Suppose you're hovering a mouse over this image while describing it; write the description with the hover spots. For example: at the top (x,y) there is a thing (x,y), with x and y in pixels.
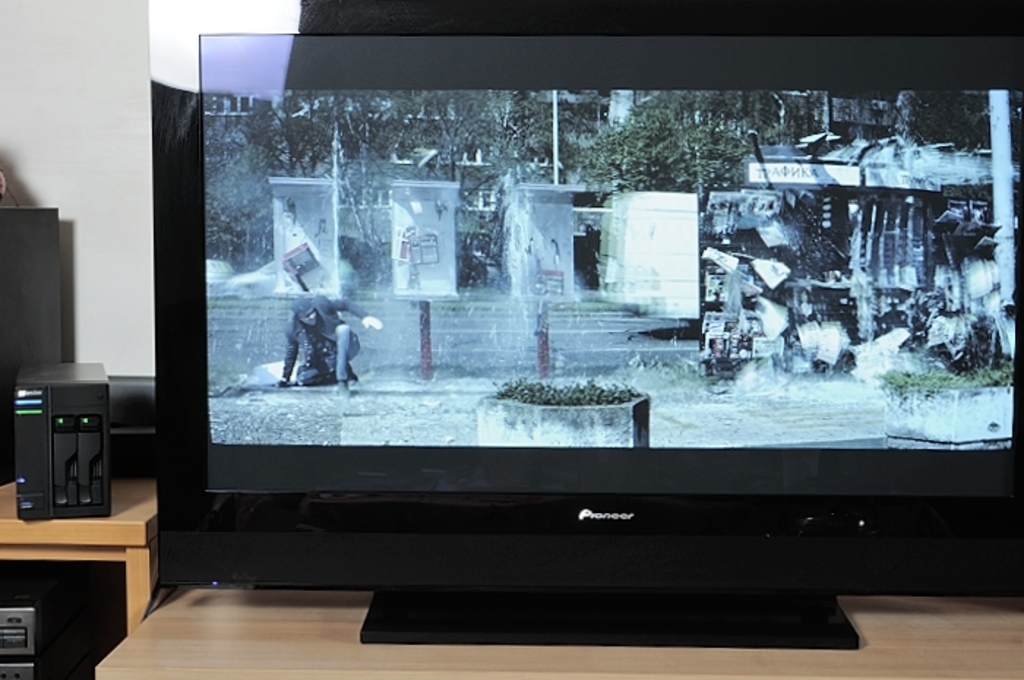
We can see television (219,436) and electrical device (103,417) on tables (168,620), under the table (61,555) we can see object (67,596). In this screen (622,258) we can see person (315,317) and plants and we can see trees (356,266). In the background (73,34) we can see wall (85,59).
